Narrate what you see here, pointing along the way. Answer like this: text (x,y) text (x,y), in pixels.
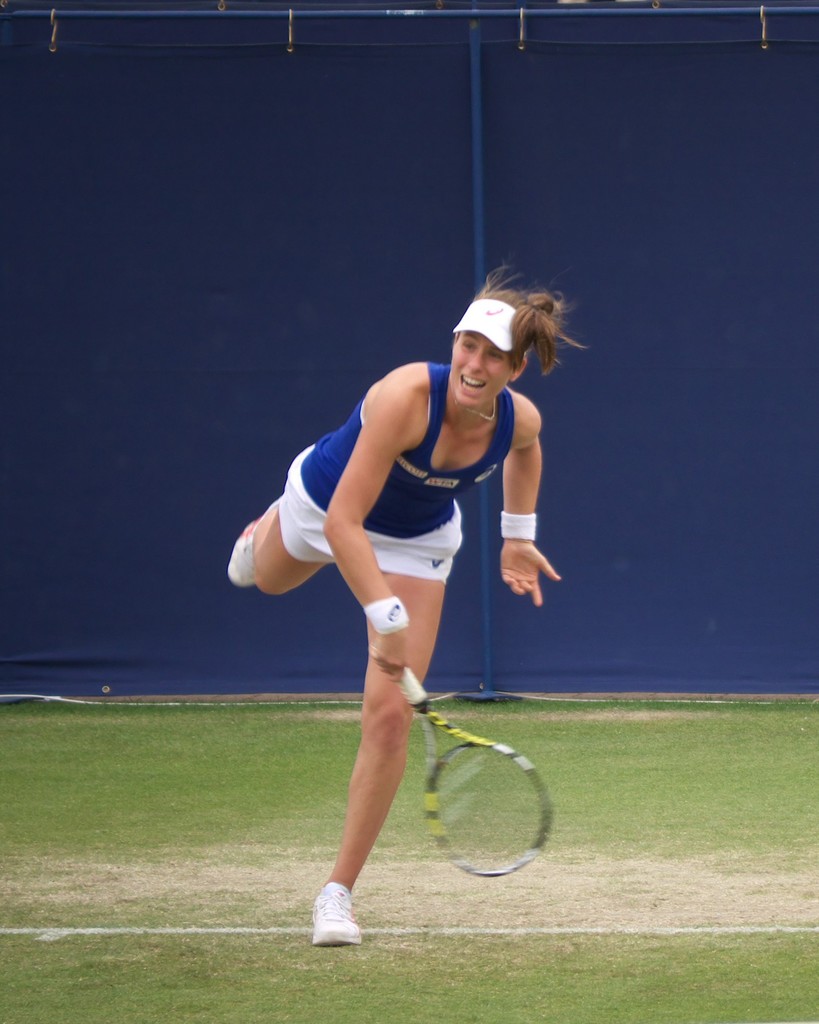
There is a woman (423,426) in motion and holding a racket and we can see grass (252,757). In the background (327,146) we can see rods (475,21) and it is blue.
